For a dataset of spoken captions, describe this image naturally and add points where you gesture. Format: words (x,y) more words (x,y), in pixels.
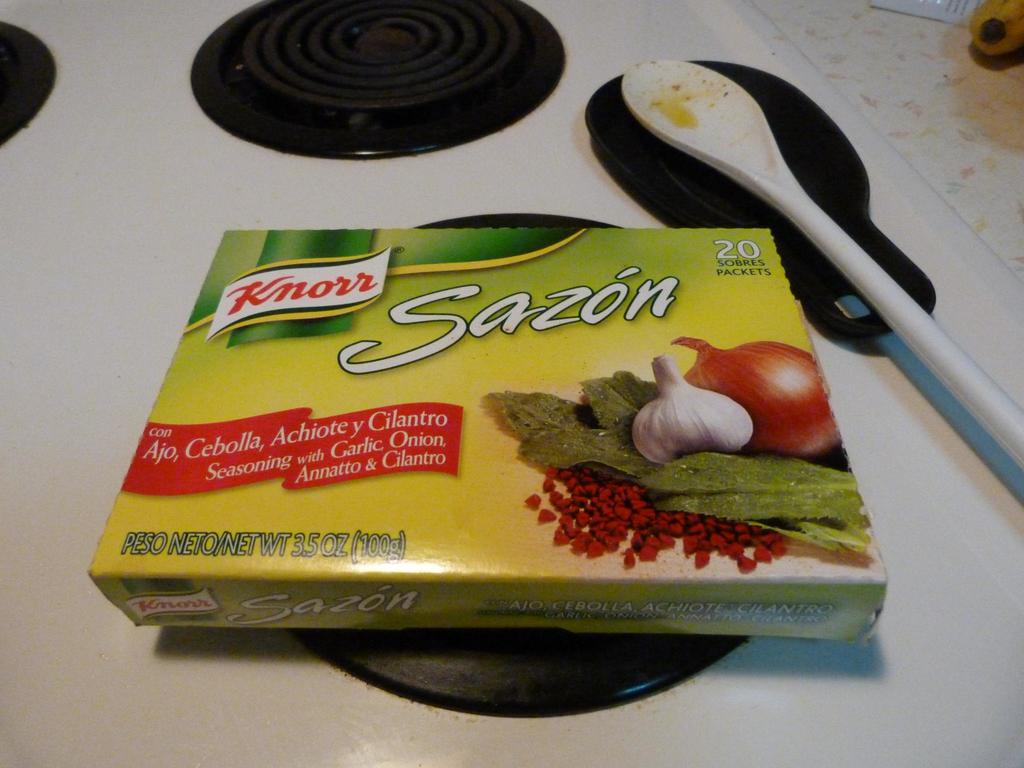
There is a knorr seasoning box (635,434) on a stove (809,663). There is a spoon (712,123) and a spoon rest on the stove (469,62).
